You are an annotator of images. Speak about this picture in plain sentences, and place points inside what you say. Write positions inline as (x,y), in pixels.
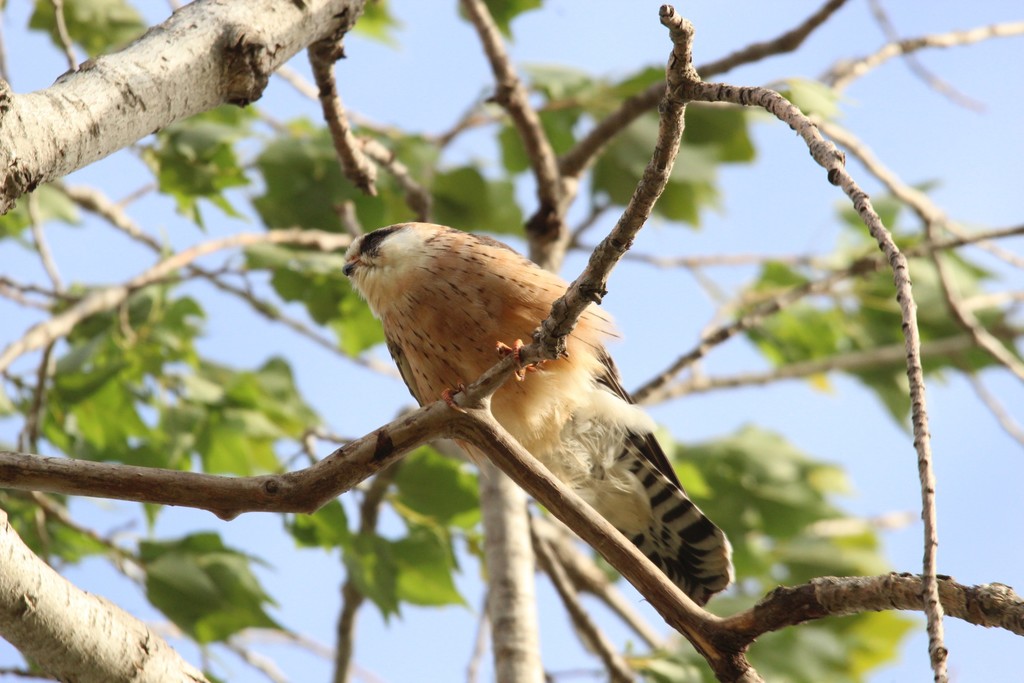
In the center of the image (413,429) we can see branches (349,471) with leaves (477,510). On one of the branches (592,518), we can see a bird (576,395). In the background (631,395), we can see the sky (506,236).
